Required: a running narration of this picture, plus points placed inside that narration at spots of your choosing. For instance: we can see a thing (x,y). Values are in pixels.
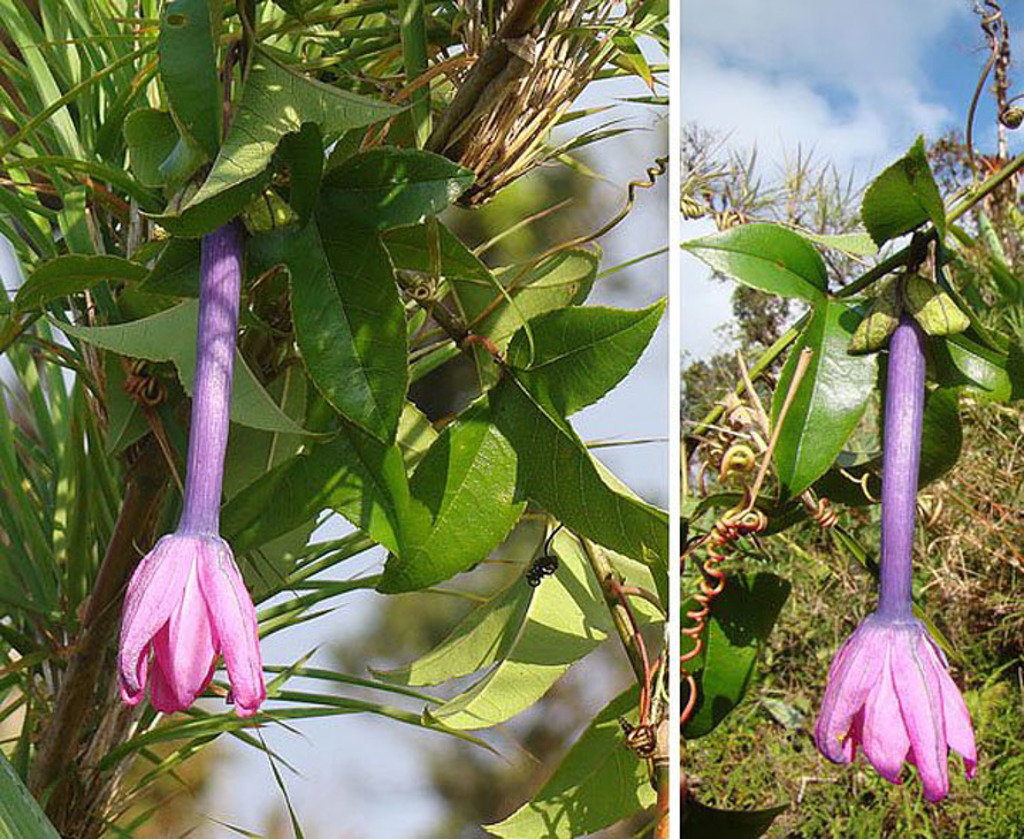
In the picture I can see a flower (201,592) which is in pink and violet in color and I can see some leaves (549,338) which are in green color and in the background of the picture (656,196) there are some plants (737,193), cloudy sky (743,114).
